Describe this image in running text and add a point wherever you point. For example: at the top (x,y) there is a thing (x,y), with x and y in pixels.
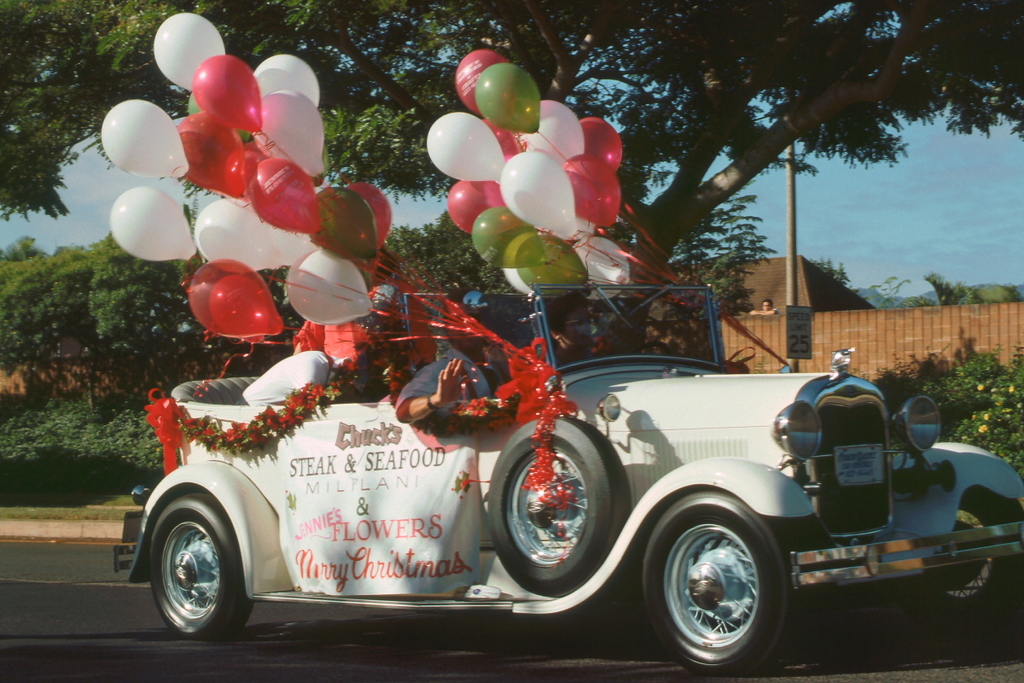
In the middle of the image (592,322) few people (386,324) are riding a vehicle (511,320) on the road (787,682), on the vehicle (648,320) there are some balloons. Behind the vehicle (828,560) there are some trees (257,5) and plants (901,375) and poles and fencing (773,318). Behind the fencing (776,331) a person (762,307) is standing and watching. At the top of the image (1001,117) there is sky (992,194).
